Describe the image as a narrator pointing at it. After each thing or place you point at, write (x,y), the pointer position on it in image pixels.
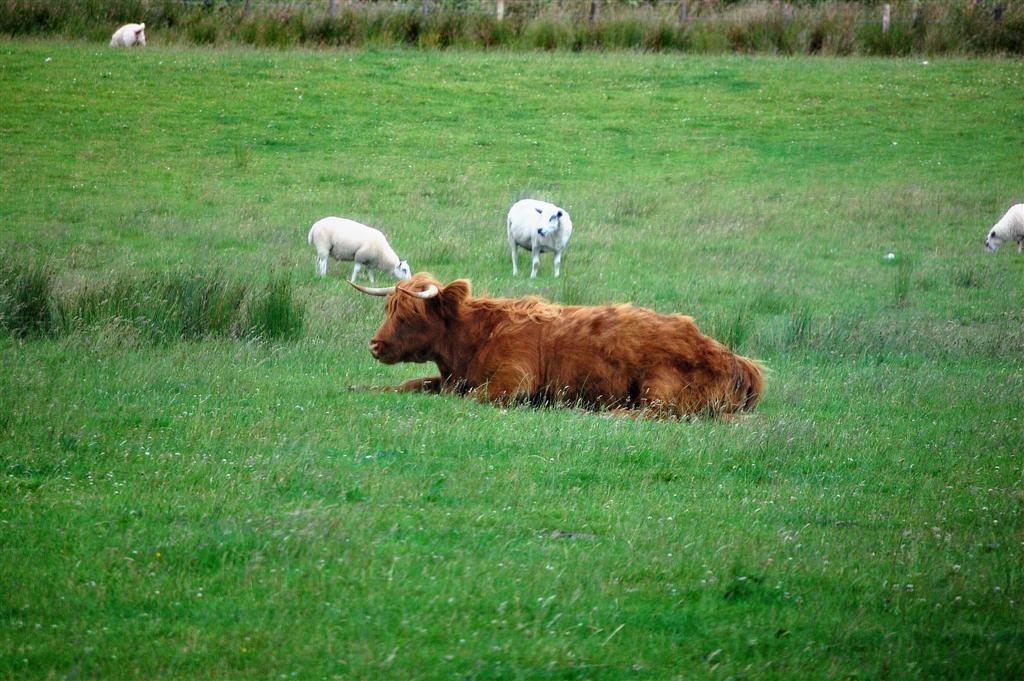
In this image I can see an open grass ground (595,246) and on it I can see a brown colour cow (422,355) and few white colour sheep (528,244).
